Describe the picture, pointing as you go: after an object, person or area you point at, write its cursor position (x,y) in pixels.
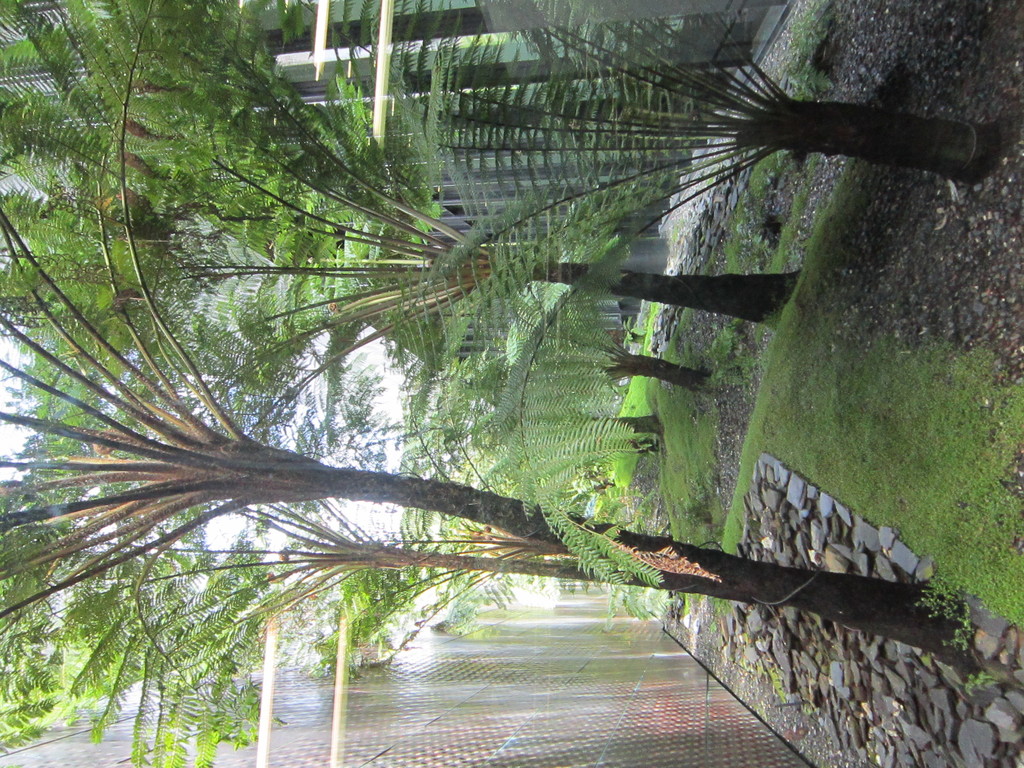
In this picture there are few trees (610,418) and there is a wall (446,688) beside it.
